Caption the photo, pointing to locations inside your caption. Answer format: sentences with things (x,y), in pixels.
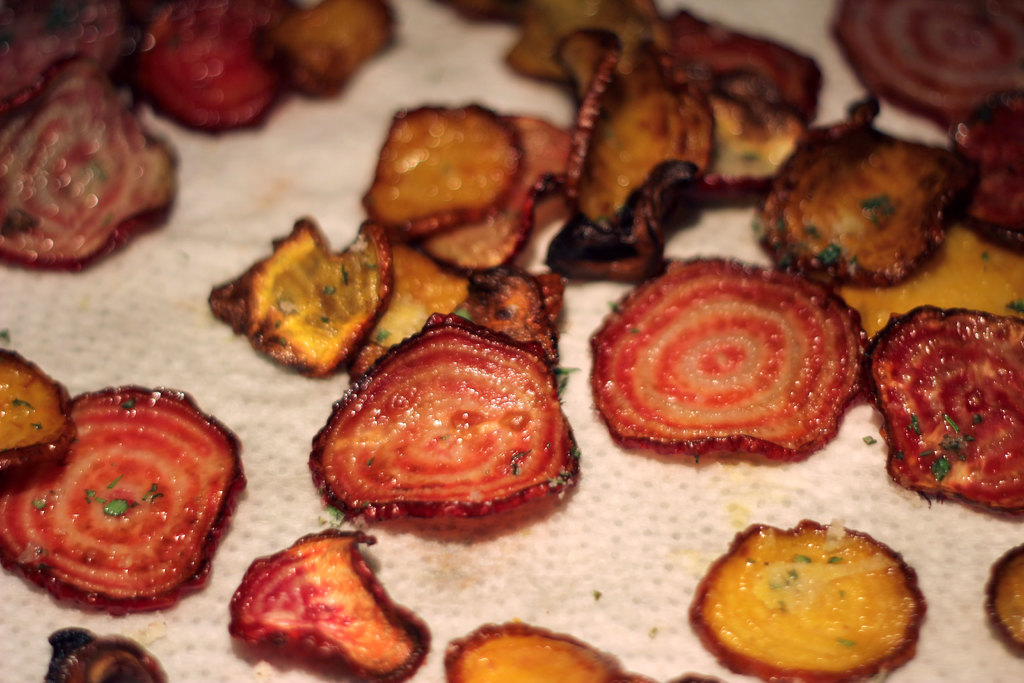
In this image, we can see some food items (192,426) on a paper towel (197,306).
